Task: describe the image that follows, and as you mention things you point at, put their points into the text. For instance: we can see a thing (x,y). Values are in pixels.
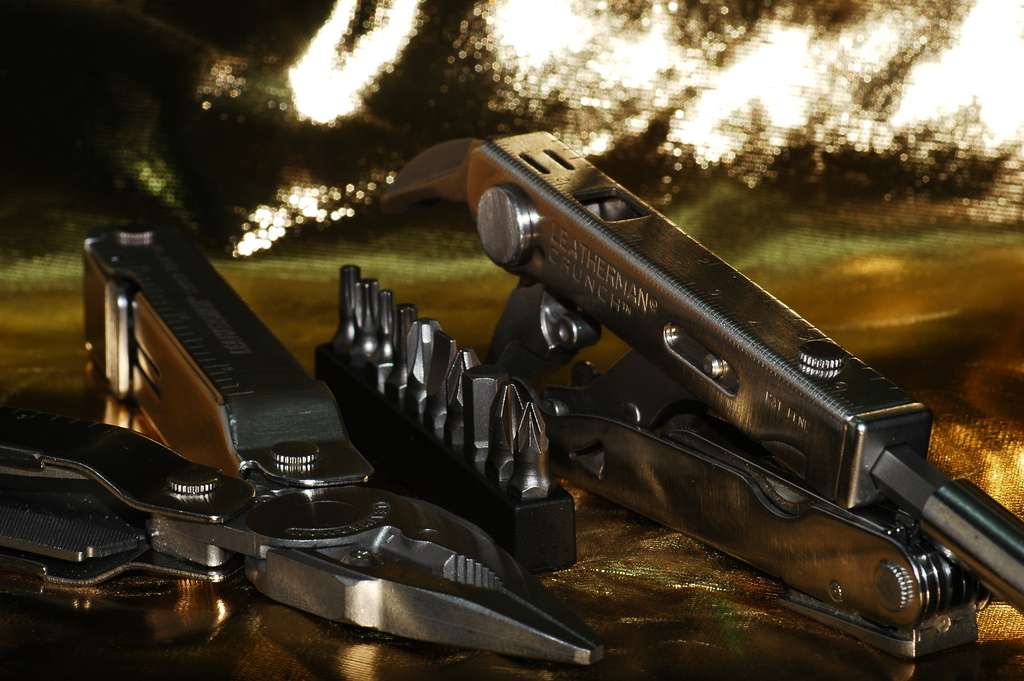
In this image there is a cutting plier (241,504) on the floor (228,587). Beside it there is an object (686,232). There is text (645,287) on the object (639,324). The background (221,130) is blurry.
